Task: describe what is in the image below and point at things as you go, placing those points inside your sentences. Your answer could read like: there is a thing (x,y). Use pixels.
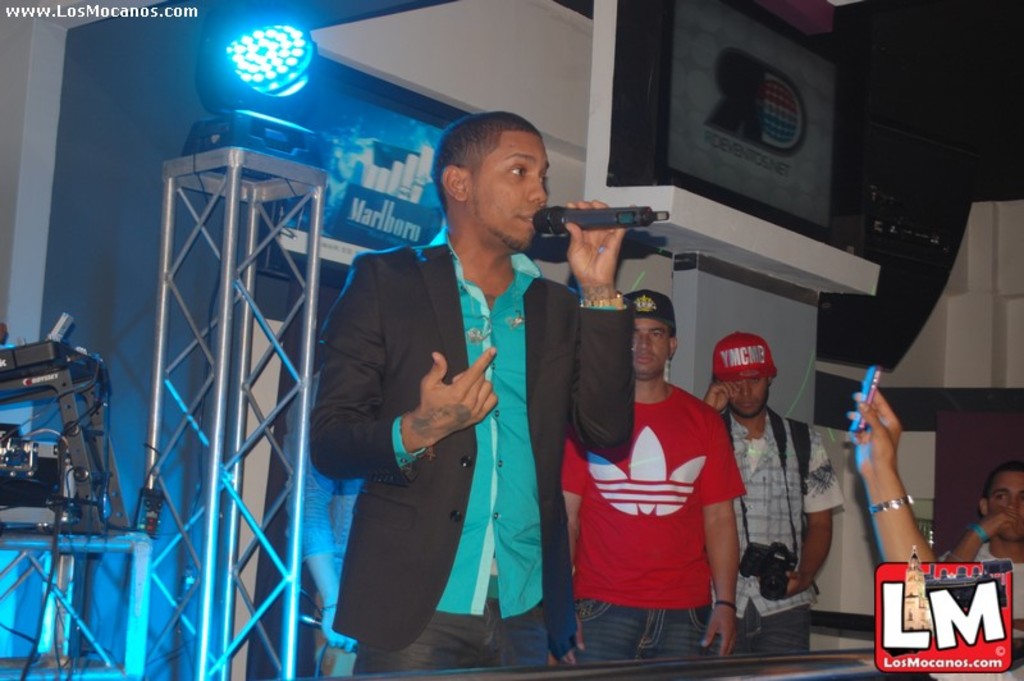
In this image there are people (652,582) standing and one man (510,539) is holding mic (574,221), in the background (229,164) there is a light (225,135) on a iron stand (207,658), in the bottom right (930,655) there is a logo (934,667).
